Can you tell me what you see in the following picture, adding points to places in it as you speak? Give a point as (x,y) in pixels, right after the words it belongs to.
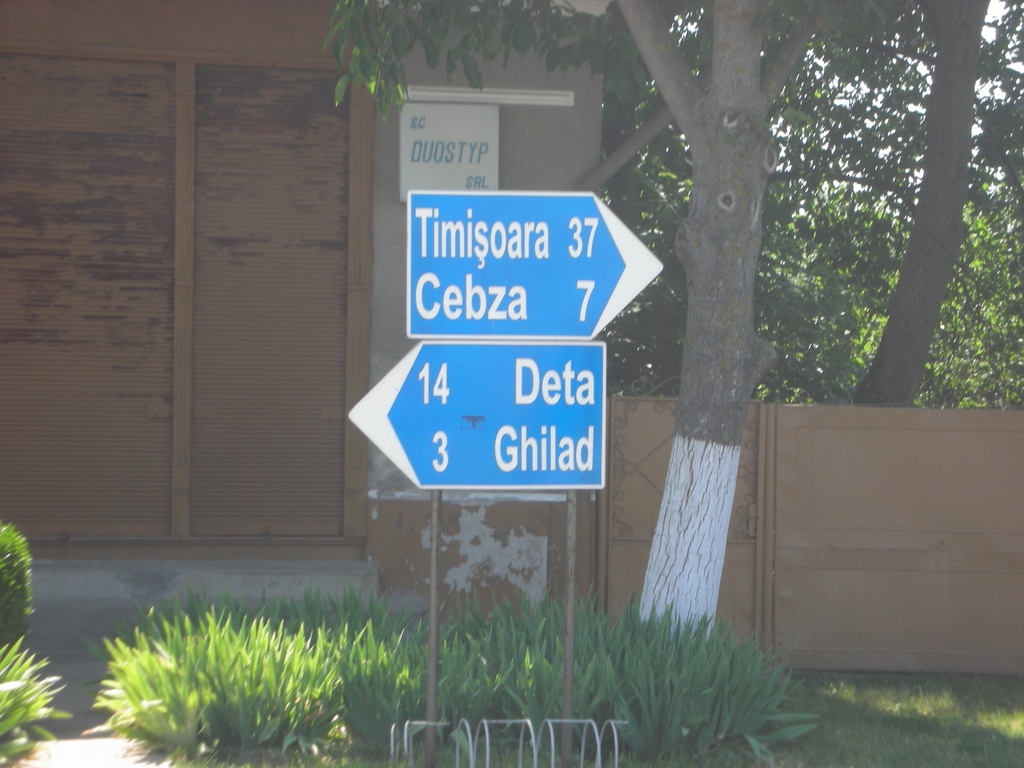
In this image we can see there is a building (232,534), trees (716,583) and a pole (566,680) with boards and grass (602,706) under that.
